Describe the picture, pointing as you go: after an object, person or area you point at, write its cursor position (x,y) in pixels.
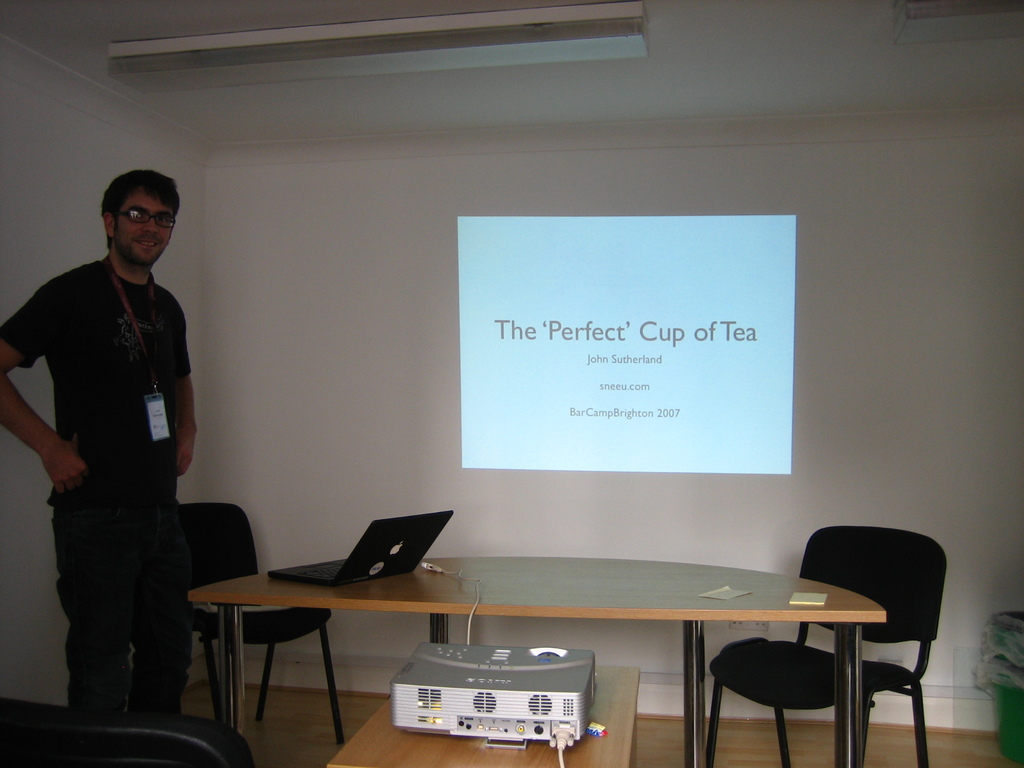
There is a person (189,416) standing on the left side (171,207) and he is smiling. This is a wooden table (368,582) where a laptop (371,556) is kept on it. This is a projector (551,667) which is placed on this wooden table (446,737) and this is a screen (585,394).
